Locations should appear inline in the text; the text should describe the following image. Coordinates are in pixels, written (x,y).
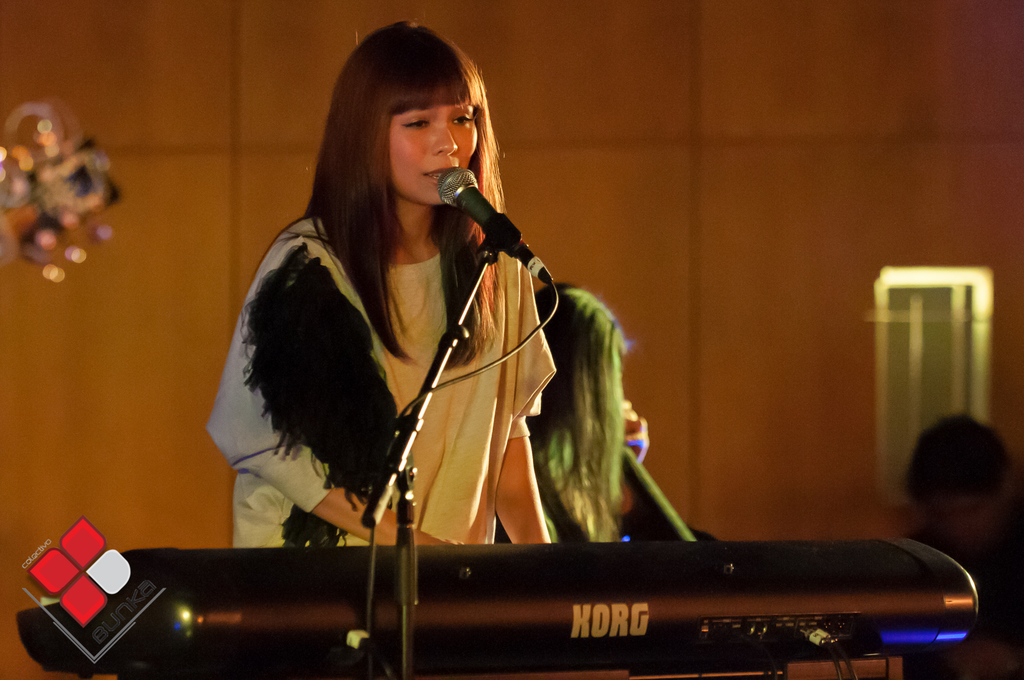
In this image I can see a woman (314,245) is standing in front of a microphone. Here I can see a musical instrument (648,593). In the background (706,265) I can see a wall (708,208) and people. Here I can see a watermark (73,595).
